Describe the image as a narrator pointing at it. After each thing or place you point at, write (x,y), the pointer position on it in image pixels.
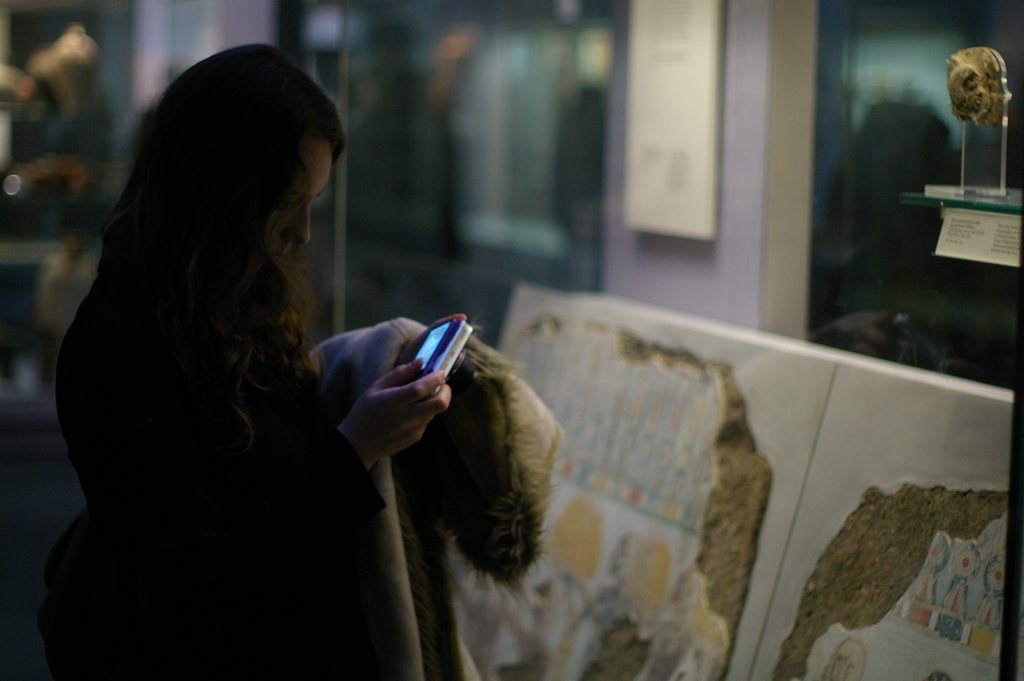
In this Picture we can see a woman (264,174) with black long hair (228,255) wearing black dress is standing and looking into her mobile phone (442,370) and a jacket (534,533) on her hand (445,405). In front (653,502) we can see painted wall fragments (642,403) and in behind a glass showroom (942,312).
